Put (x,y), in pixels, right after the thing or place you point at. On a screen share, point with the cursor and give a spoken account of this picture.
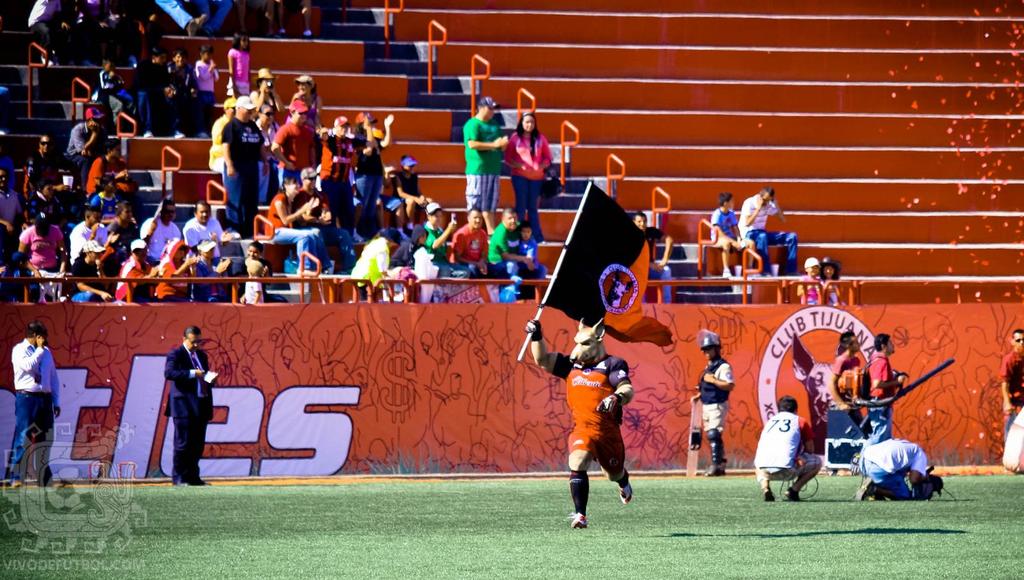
In this picture I see a person (578,442) in front (595,398) who is wearing a mask of an animal (576,343) and holding a flag (618,284) and I see the grass (555,532) and behind the person (582,385) I see few more people (204,405) on the grass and in the background (231,135) I see number of people (241,167) in which most of them are sitting and rest of them are standing and I see the watermark (54,449) on the left corner of this image (53,485).
